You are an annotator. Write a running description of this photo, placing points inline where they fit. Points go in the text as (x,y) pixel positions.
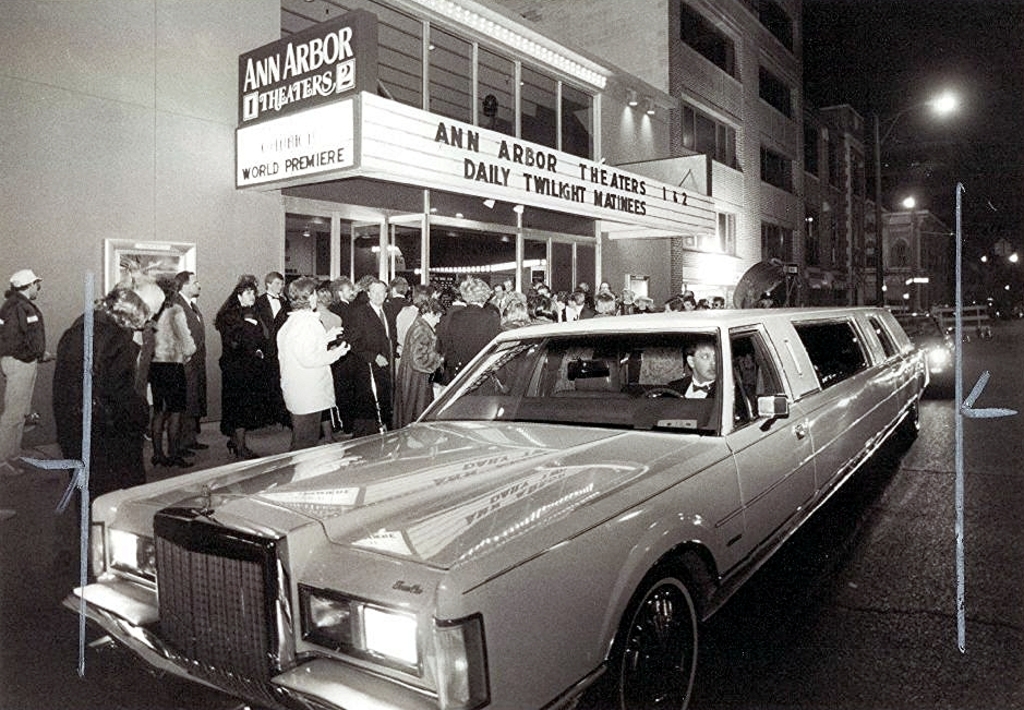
In this picture I can see the vehicles (644,386) on the road (913,532). I can see light poles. I can see a number of people (373,326) standing on the surface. I can see the hoarding (416,159). I can see the buildings (745,142).
